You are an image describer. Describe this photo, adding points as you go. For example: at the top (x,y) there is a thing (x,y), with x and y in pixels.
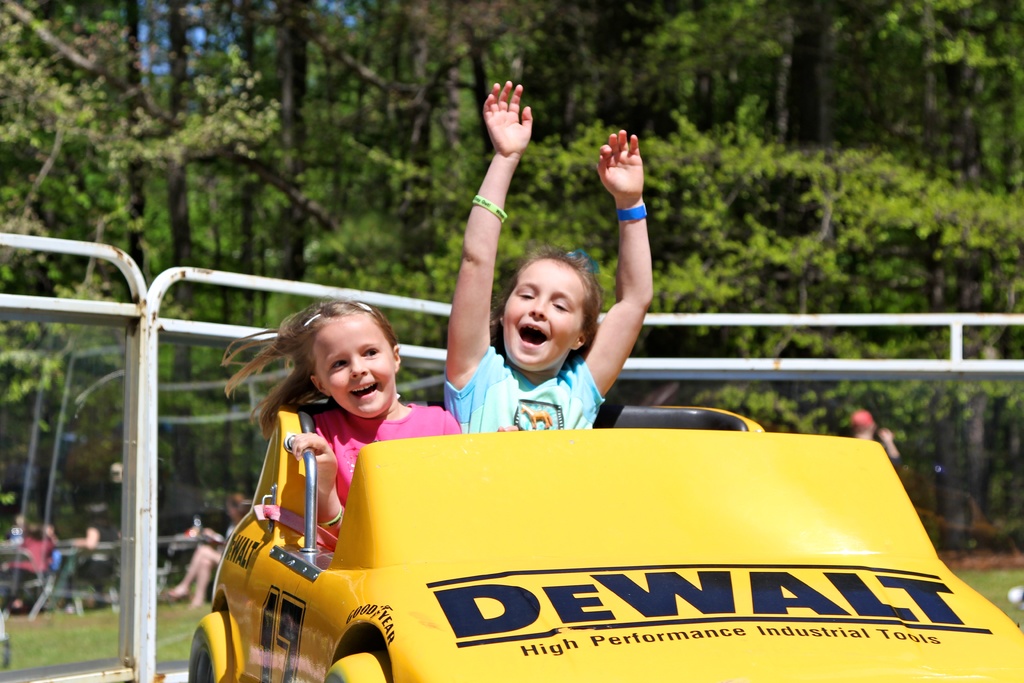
In this picture we can see a yellow color car (503,492) in the front (498,449), there are two kids (526,407) sitting in the car (544,600), in the background (549,134) there are some trees (562,95), we can see some people (210,566) sitting at the left bottom (211,549), there is some text (678,605) on the car (679,613).
